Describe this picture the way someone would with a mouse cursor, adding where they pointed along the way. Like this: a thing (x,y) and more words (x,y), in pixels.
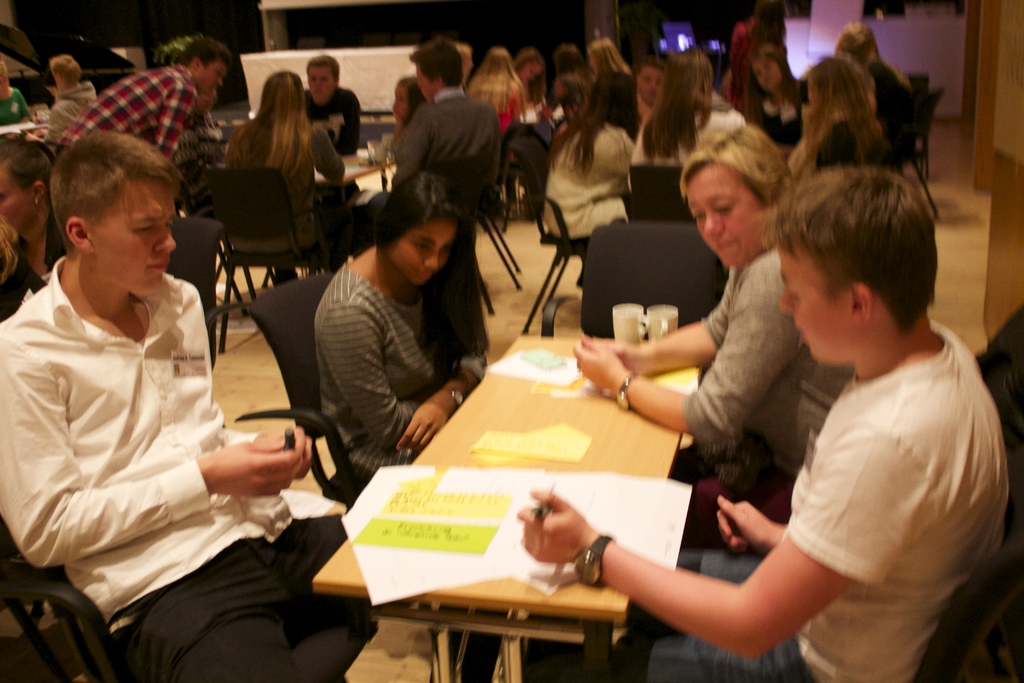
In this image i can see group of people (828,188) sitting on chair (279,312) there is a paper (419,482), two glasses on a table (616,432) at the back ground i can see a wooden wall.
